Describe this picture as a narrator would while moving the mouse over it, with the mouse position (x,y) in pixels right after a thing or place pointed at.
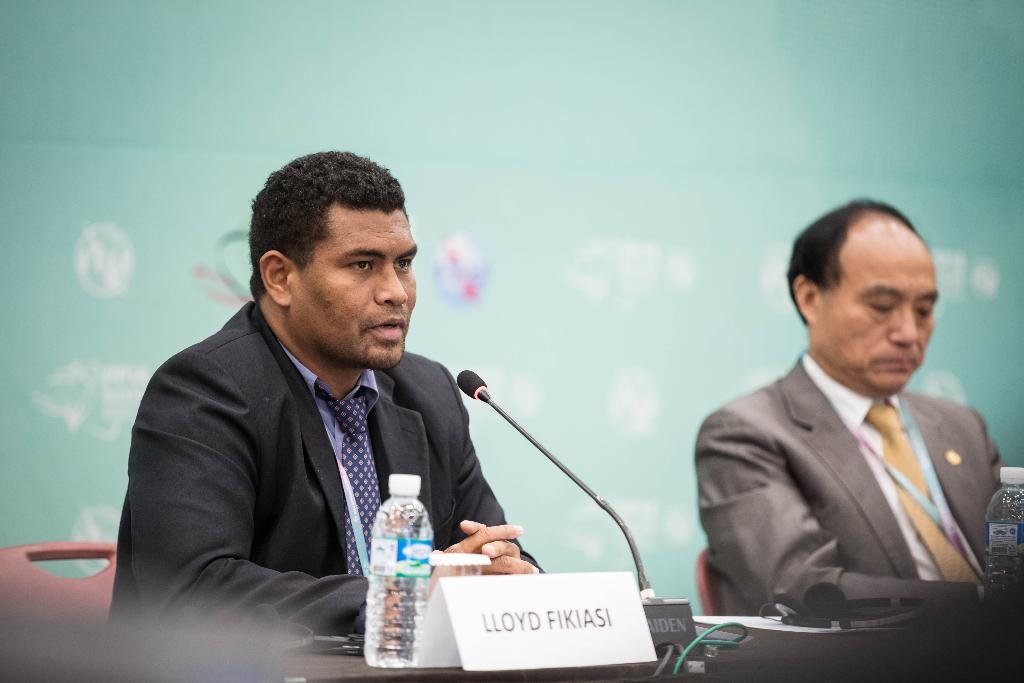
There are two persons (776,479) sitting on the chair (51,557). There is a table (789,652). On the table (789,652) there are bottles (378,529), mic (612,509), name board (585,611) and some other items (824,616). In the background (558,179) there is a wall (184,176).
